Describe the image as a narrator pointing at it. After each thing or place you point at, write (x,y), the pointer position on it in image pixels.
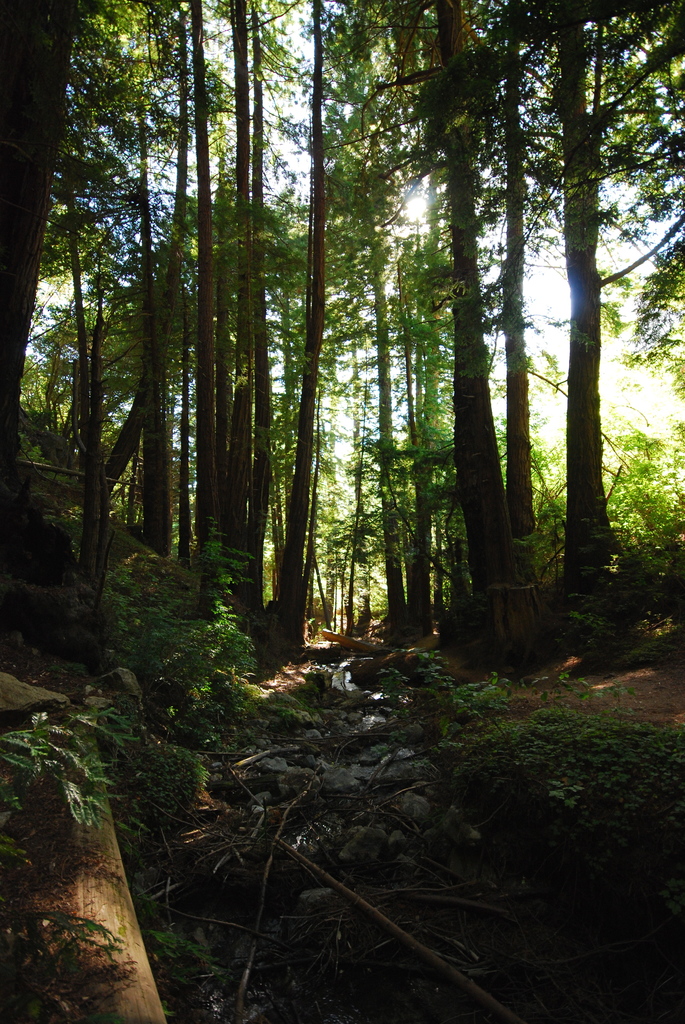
In this picture there are trees (266,610). At the top (285,88) there is sky (296,88). At the bottom (638,777) there are plants (439,701) and stones (469,837) and sticks (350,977).
